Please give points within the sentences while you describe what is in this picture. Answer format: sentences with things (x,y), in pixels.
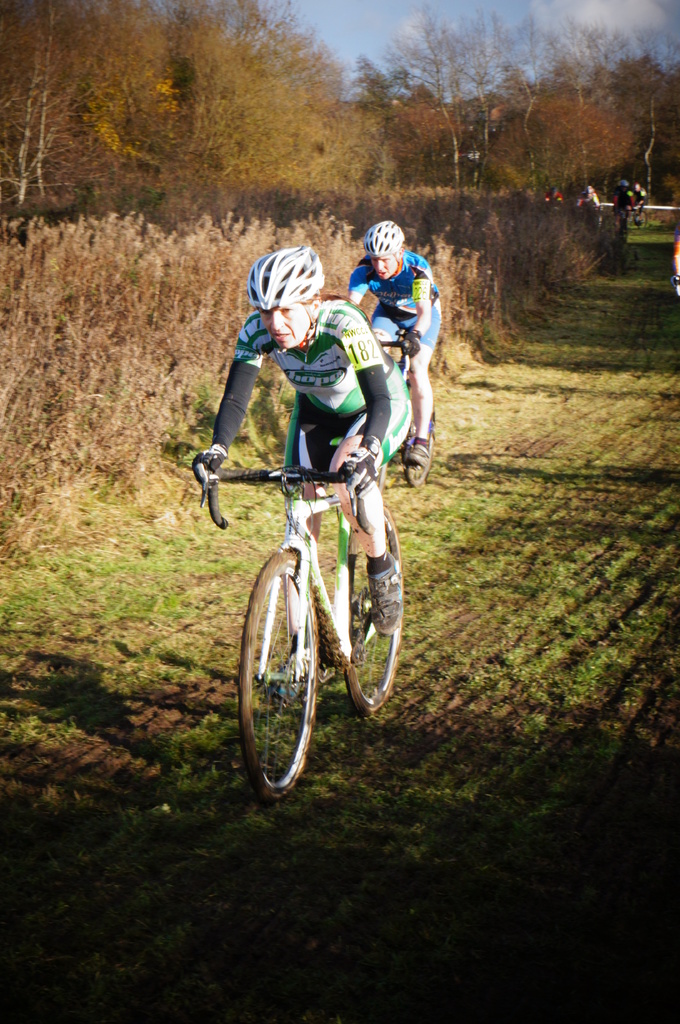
In this image there is the sky (383,40), there are clouds (559,33) in the sky (525,26), there are trees (363,146), there are trees (58,149) truncated towards the left of the image (99,129), there are persons (409,321) riding bicycles (318,572), there is grass (501,561).
